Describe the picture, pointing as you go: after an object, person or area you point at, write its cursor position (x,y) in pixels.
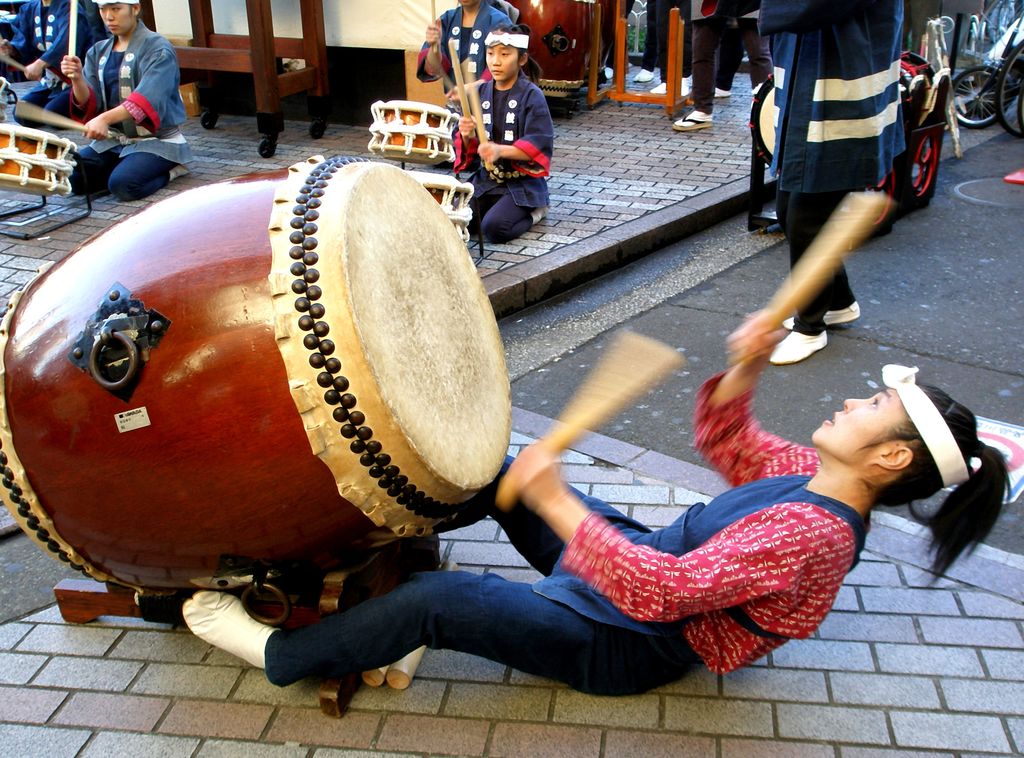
In this picture a lady (361,604) holding drumsticks (595,418) in her hands (755,338) and playing the musical instrument (232,382). In the background (67,31) we observe people (482,117) playing musical instruments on the road (564,158), there are also vehicles (977,107) to the right side of the image (983,102). The picture is clicked on a road (1001,200).
